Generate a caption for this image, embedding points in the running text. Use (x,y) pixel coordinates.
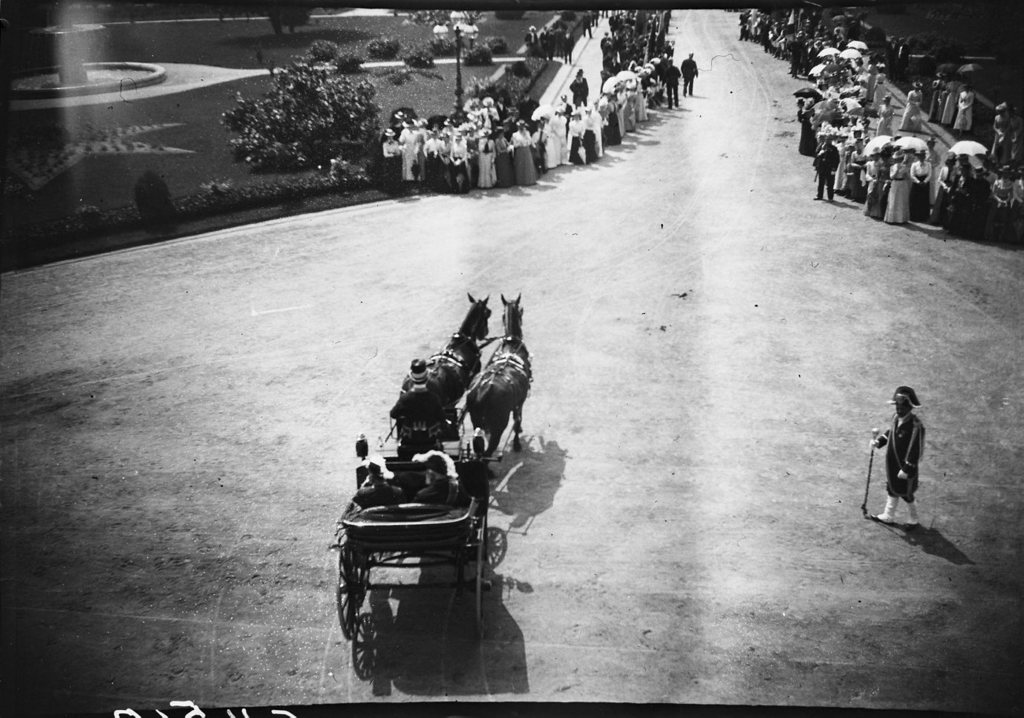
In the picture we can see a black and white image, in it we can see a horse cart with two horses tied to it and on it we can see some people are sitting and beside it, we can see one man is walking with a stick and in front of the cart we can see many people (934,163) are standing besides the way (745,424) and behind them we can see a grass surface (26,46) and on it we can see some plants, poles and a fountain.
